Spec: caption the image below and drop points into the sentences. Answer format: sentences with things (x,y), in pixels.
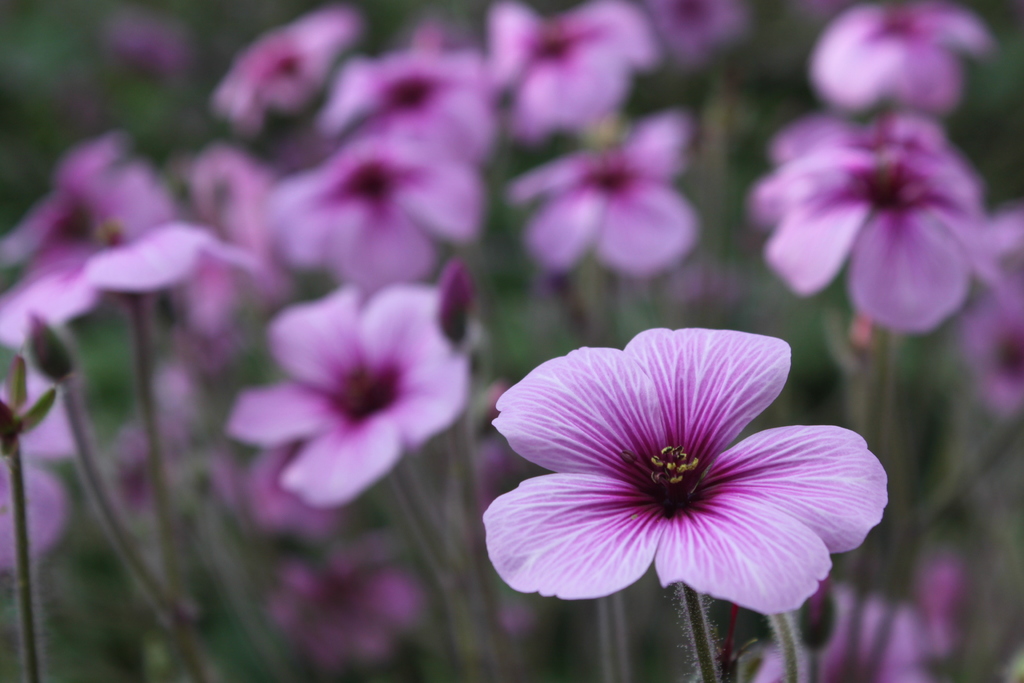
In this picture we can see so many flowers (414,317) to the plants (251,471).
